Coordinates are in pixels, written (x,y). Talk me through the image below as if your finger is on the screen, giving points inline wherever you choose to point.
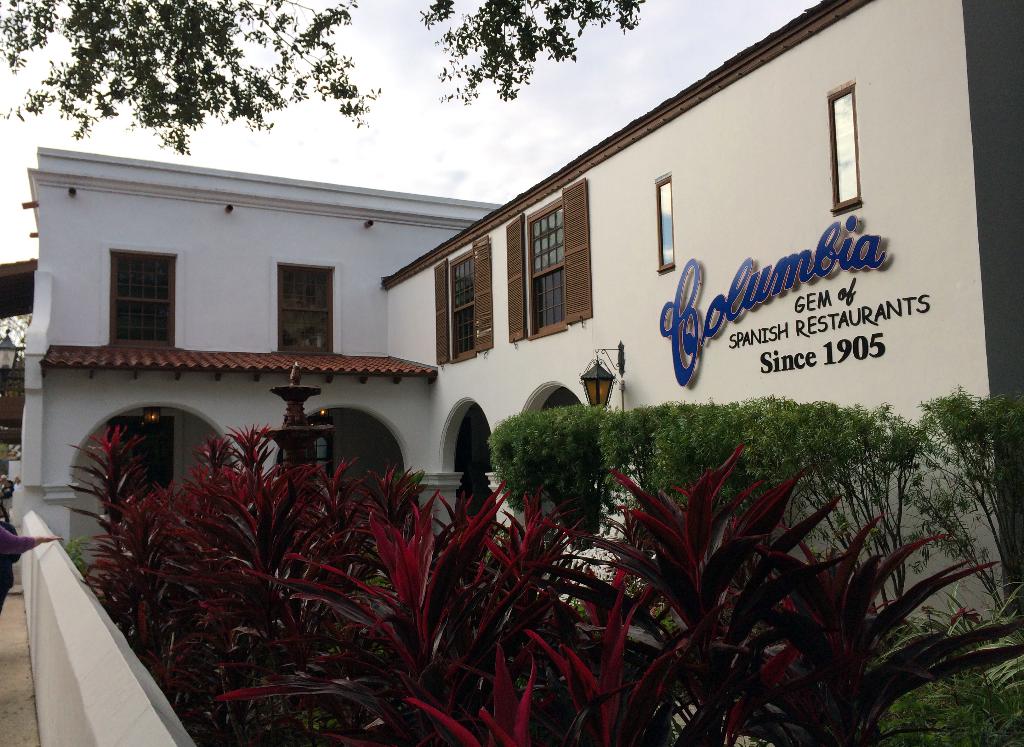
In this image there is a building (362,261) in the middle (362,261). At the bottom (467,601) there are plants (777,606). Beside the building (655,351) there is a light (598,364). There is some text (808,313) on the wall (790,306). At the top (646,65) there is the sky (661,64). On the left side (132,30) there is a tree (153,25). On the left side (21,536) bottom there is a person (9,543) standing beside the wall (62,609).
